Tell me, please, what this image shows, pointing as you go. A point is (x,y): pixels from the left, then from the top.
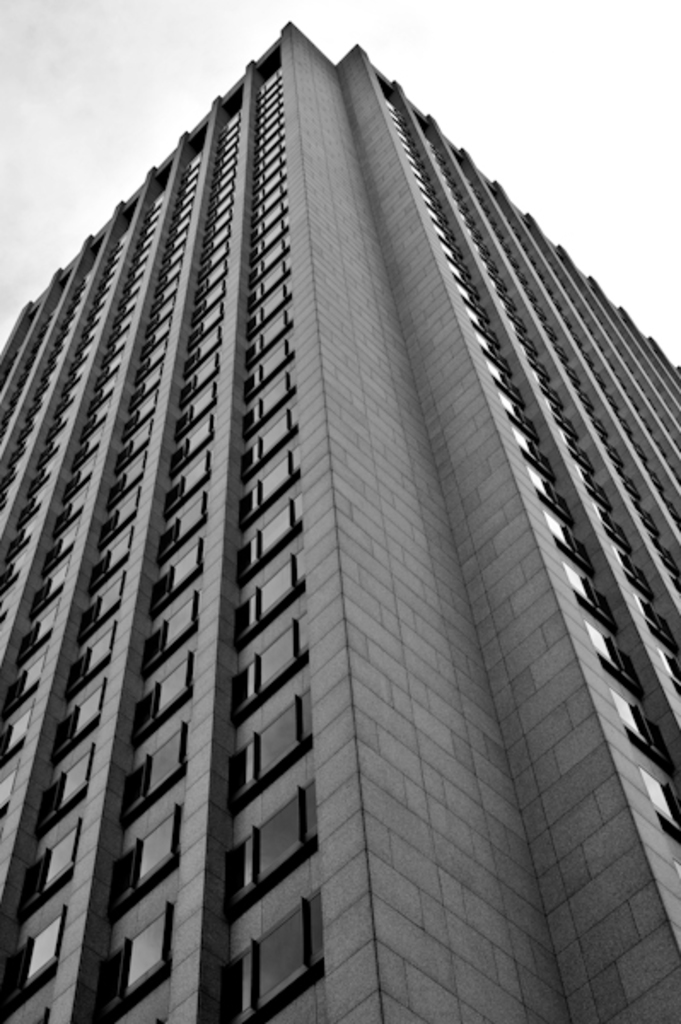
In the picture I can see the tower building (173,205) and glass windows (280,965). There are clouds (150,72) in the sky (139,66).
